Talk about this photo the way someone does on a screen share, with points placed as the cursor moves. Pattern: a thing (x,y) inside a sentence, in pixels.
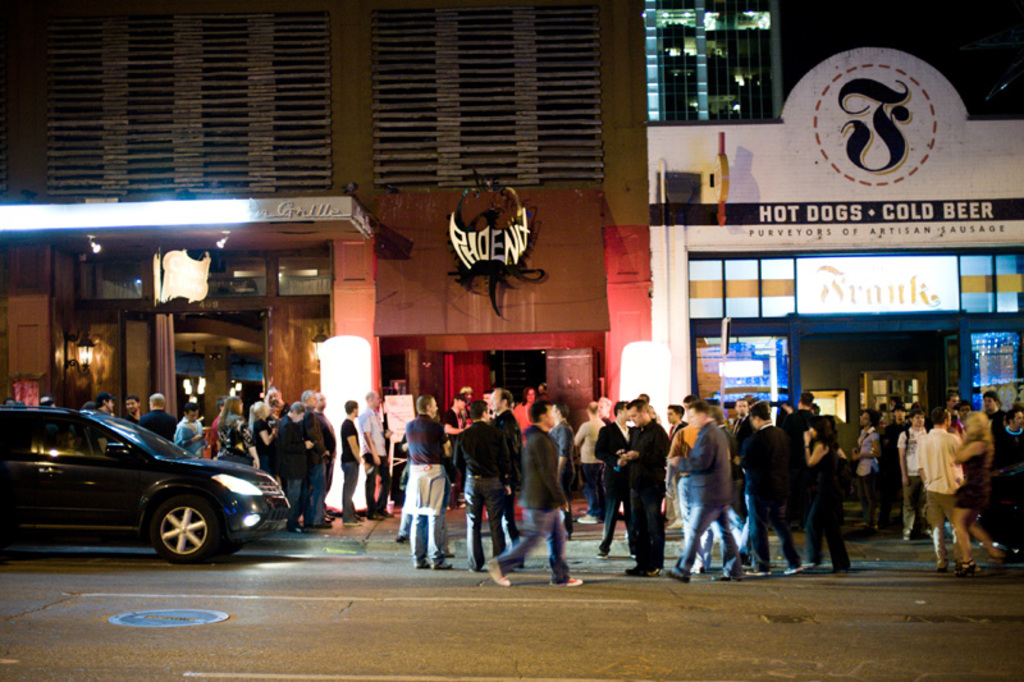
In this image we can see people (554,552) walking and some of them are standing. On the left (92,524) there is a car (177,499). In the background (209,252) there are buildings (547,204) and we can see boards (862,312).
